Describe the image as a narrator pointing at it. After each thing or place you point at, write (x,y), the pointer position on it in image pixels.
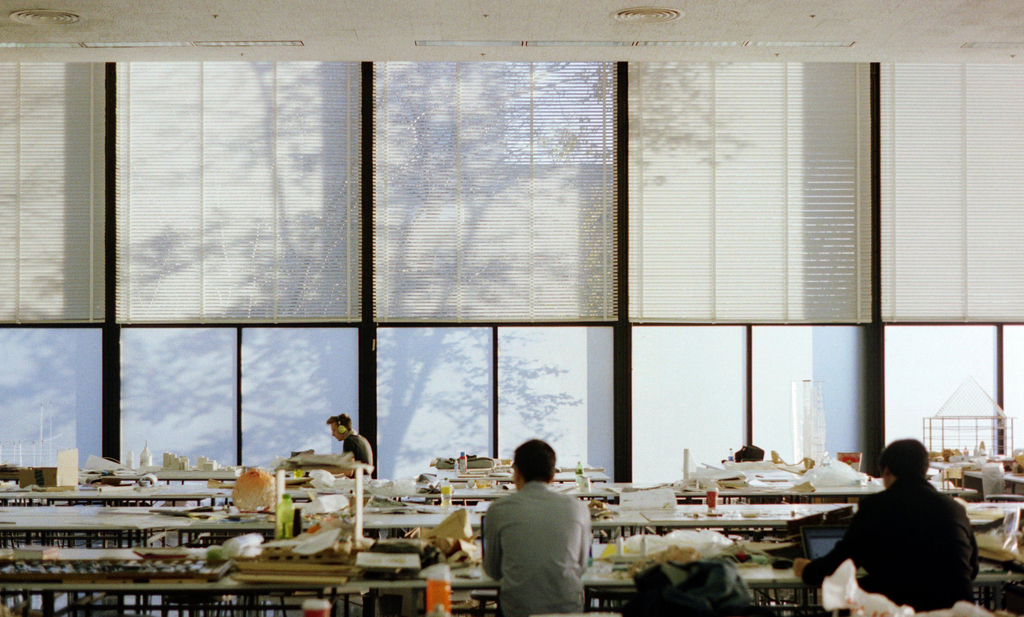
There are three people (520,563) sitting on the bench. These are the tables (428,516) with different objects (466,486) on it. I can see a laptop (821,550) placed on the table (775,575). These are the windows (303,352). These are the ceiling lights (193,46) attached to the rooftop (580,53). the windows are covered with the sheet (209,297).
